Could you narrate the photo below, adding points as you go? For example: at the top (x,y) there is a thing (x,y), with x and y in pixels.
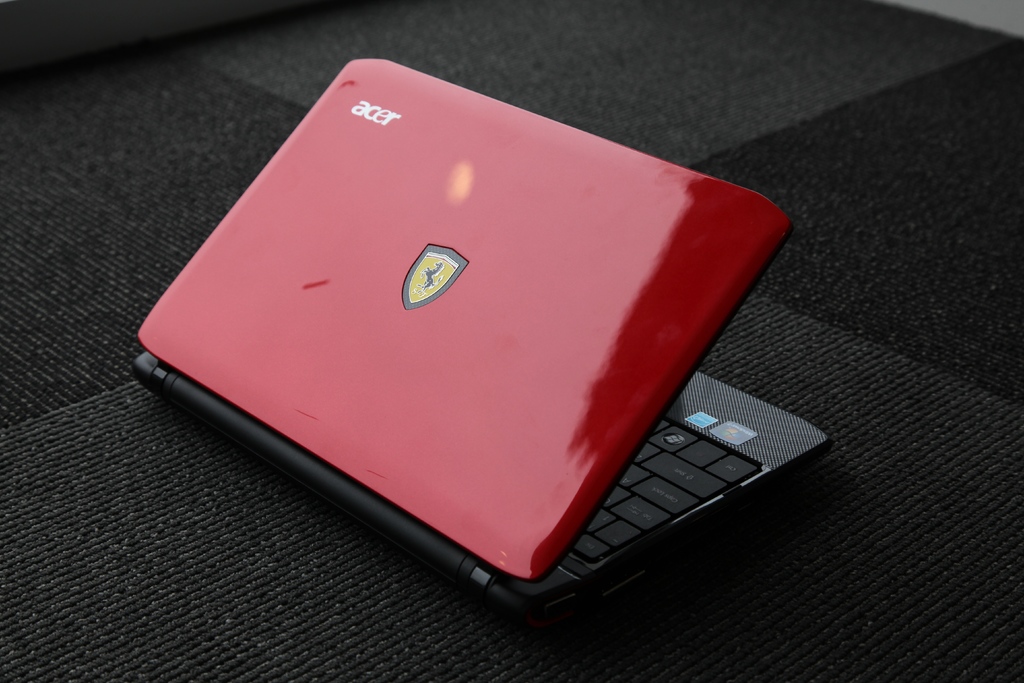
In the picture we can see a laptop (548,611) which is red in color with a Ferrari symbol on it and a name ACER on it and it is placed on the black color mat (915,207).
